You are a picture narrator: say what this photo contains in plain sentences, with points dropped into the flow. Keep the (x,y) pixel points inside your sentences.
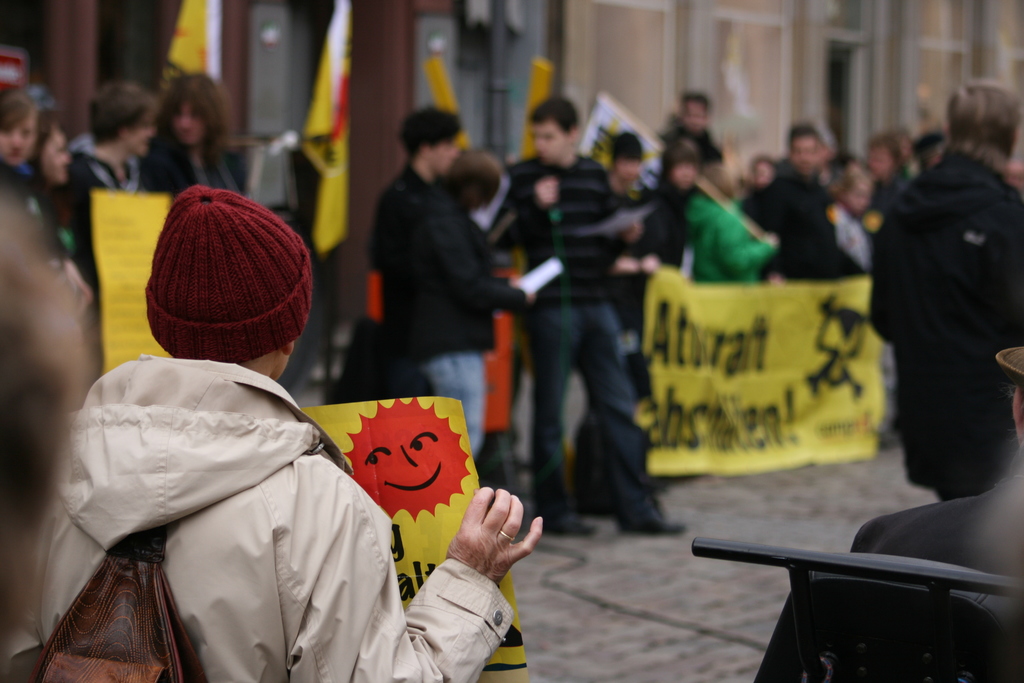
Here we can see group of people (539,243). They are holding banners (847,373) and posters (465,462) with their hands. There are flags (712,188). In the background (712,84) we can see building (799,54) and it is blurry.
